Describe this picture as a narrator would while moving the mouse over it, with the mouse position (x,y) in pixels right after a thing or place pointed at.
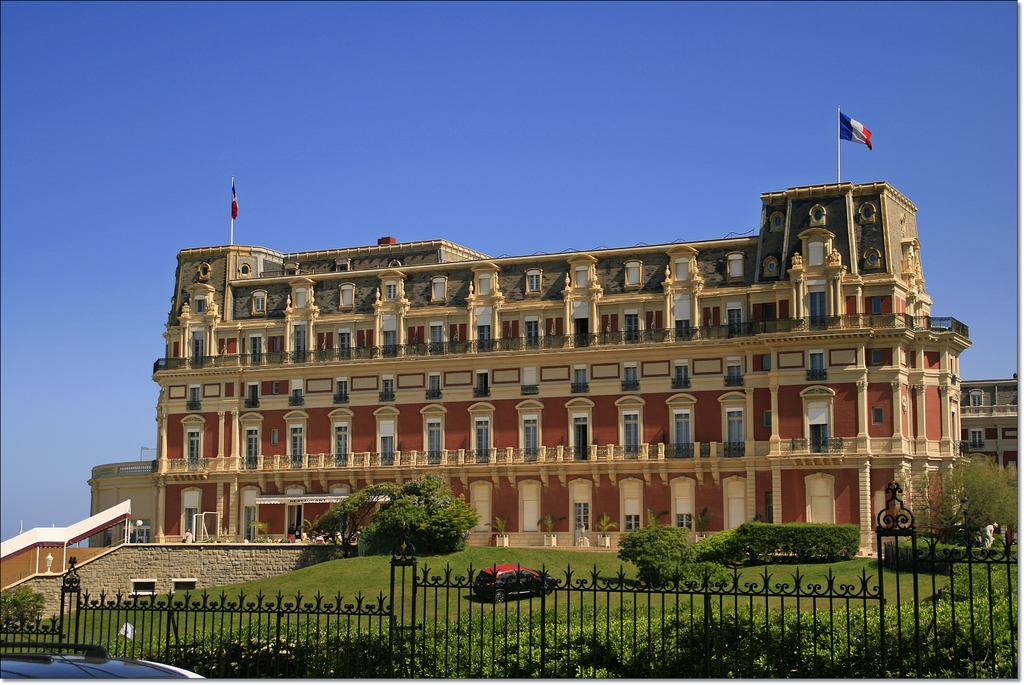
At the bottom of the image (889,552) there is a fencing (992,671). Behind the fencing (992,606) there are some plants (981,615) and vehicle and trees (1000,517) and building (229,524), on the building (847,213) there are two flags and poles (231,214). At the top of the image (454,163) there is sky (174,195).
